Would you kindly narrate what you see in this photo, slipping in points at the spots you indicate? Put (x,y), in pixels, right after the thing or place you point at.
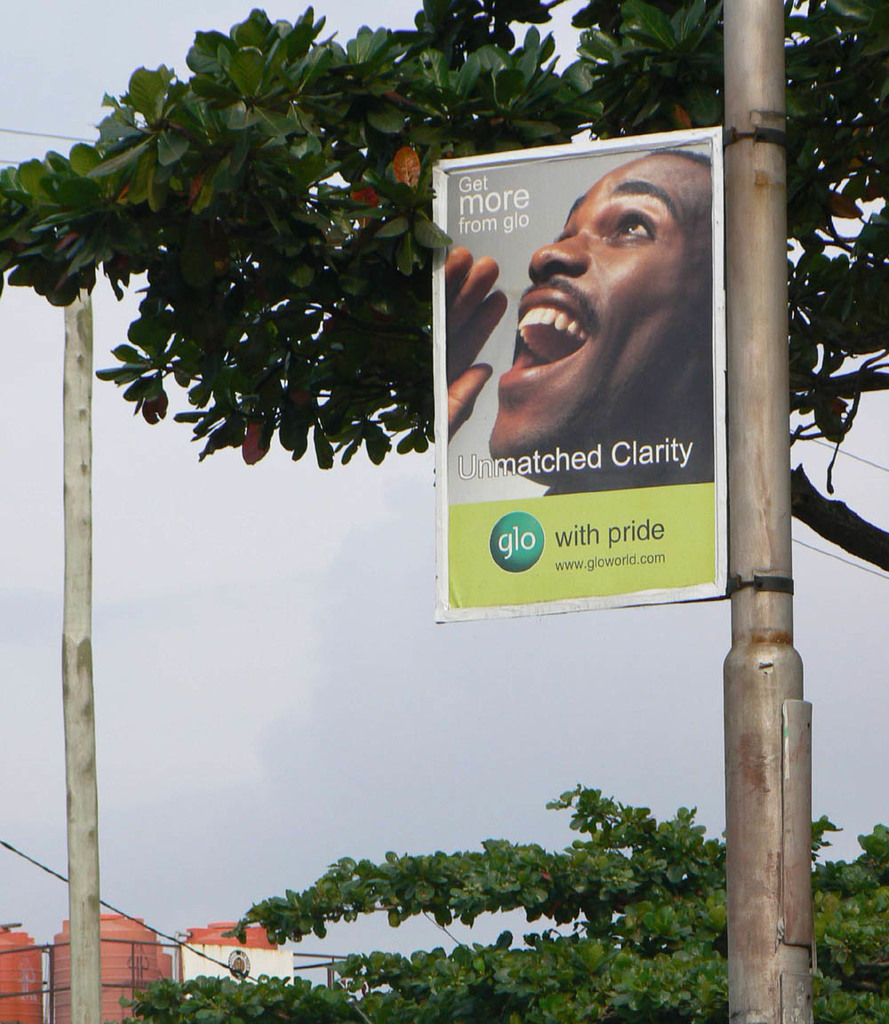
In this picture I can see buildings (14,1000), trees (417,972) and I can see a board (616,569) to the pole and I can see text (624,451) and a picture (552,353) on the board (550,331) and a wooden pole (97,950) on the left side (94,436) and I can see a cloudy sky (251,639).
